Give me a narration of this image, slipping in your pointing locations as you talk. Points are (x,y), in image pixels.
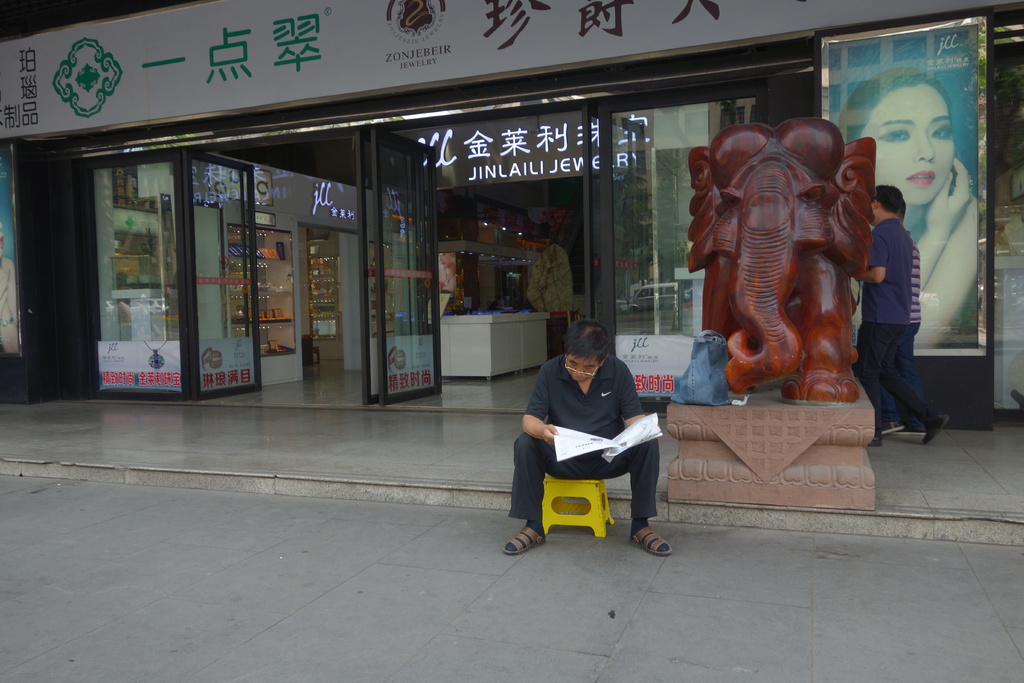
In this image there is a man (633,499) sitting on the stool (606,498), he is reading a newspaper (623,444), there are two men (908,301) walking, there is a sculpture of an elephant (803,253), there is a shop (593,250), there is a photo frame (924,192), there is a woman (938,180) on the photo frame (940,165), there is a board (155,78) towards the top of the image (376,64), there is text (160,62) on the board (485,64), there are doors (242,267), there are shelves (307,281), there are objects (319,268) on the shelves (312,272), at the bottom of the image (759,637) there is a ground (576,609), there is a glass wall (653,226).
